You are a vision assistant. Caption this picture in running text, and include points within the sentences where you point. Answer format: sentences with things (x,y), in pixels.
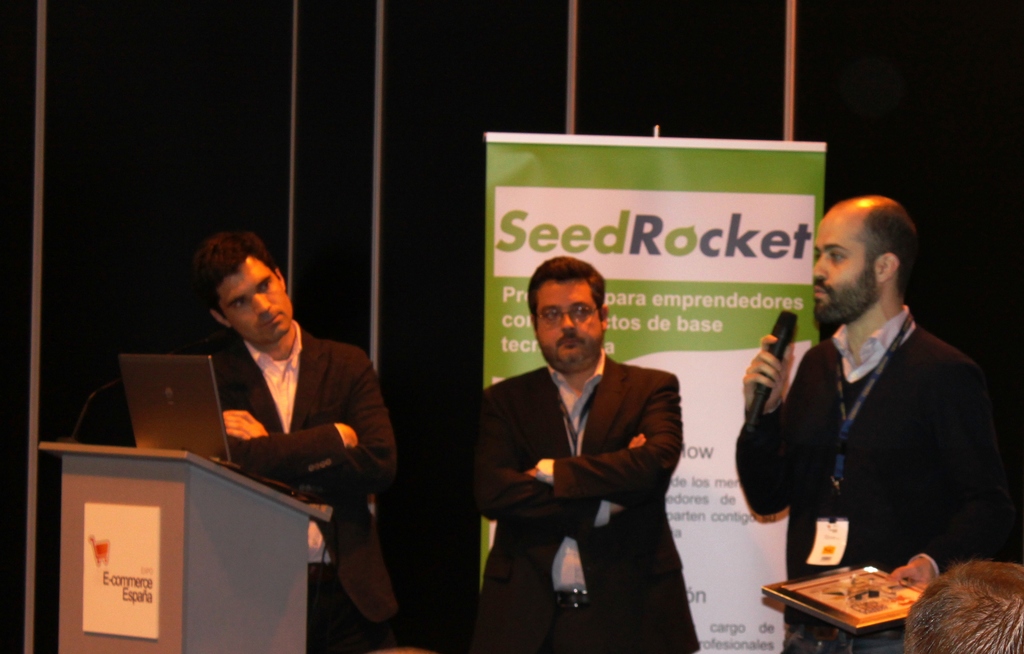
This image consists of 3 persons (624,526). Two of them are wearing blazers (659,544). There is a banner (692,509) behind them. There is a podium (88,577) on the left side (167,565). On that there is a laptop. The one who is on the right side (799,534) is holding a mic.
